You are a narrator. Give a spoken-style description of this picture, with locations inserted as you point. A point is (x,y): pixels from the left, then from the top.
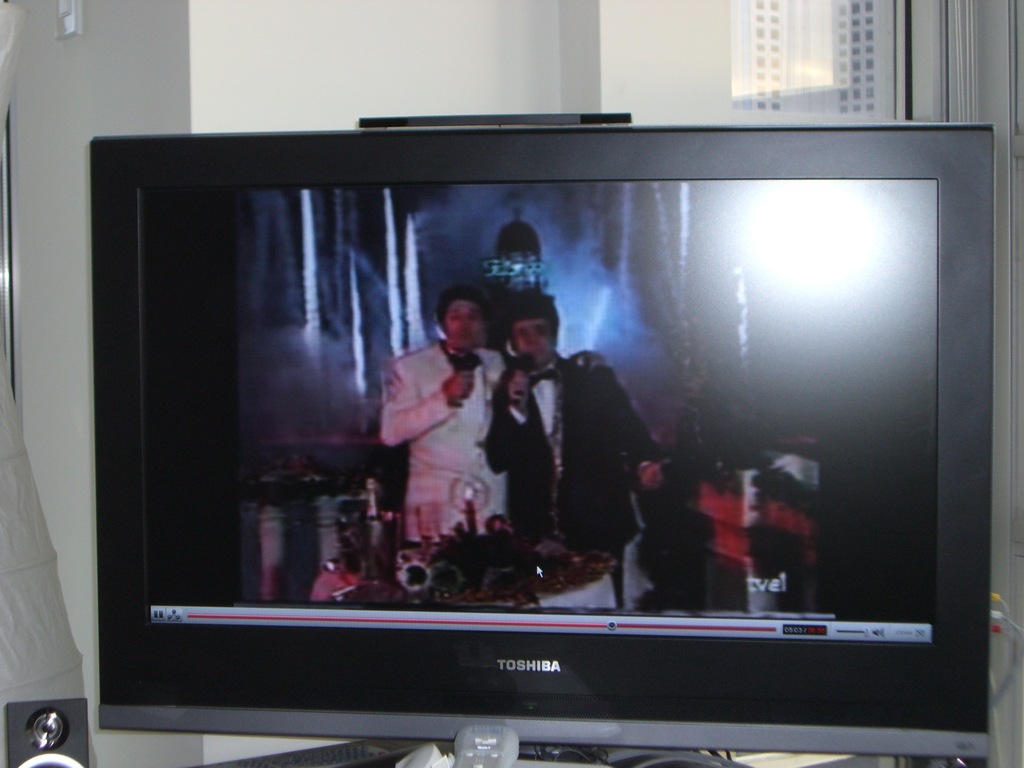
In the picture I can see the television (483,571). On the screen (483,571) of the television (323,542) I can see two men (560,483) holding the microphones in their hands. It is looking like a speaker (57,717) on the bottom left side of the picture (62,731). I can see the glass window (793,36) on the top right side of the picture (838,80).
